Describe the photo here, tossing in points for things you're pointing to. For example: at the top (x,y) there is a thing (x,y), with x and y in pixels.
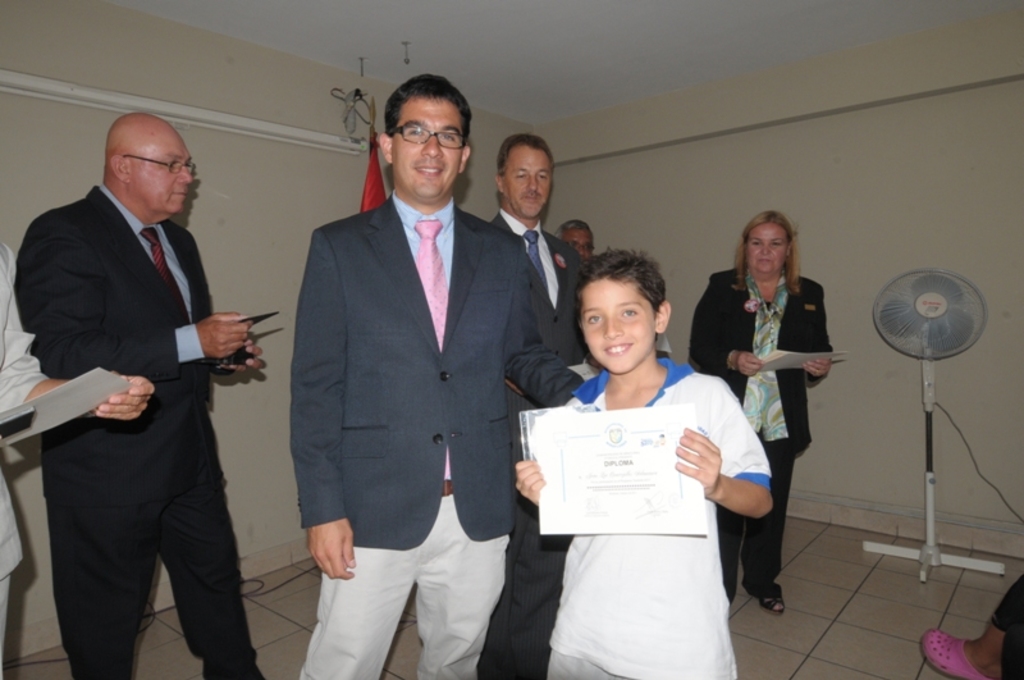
In this image there is a man (417,472) in the middle (413,428) who is standing on the floor (407,633) by keeping his hand (544,366) on the kid (623,377) who is beside him. The kid (641,375) is holding the certificate (633,455). In the background (590,252) there are few other people (578,238) standing on the floor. On the right side (970,290) there is a fan (928,410). At the top (516,39) there is ceiling (410,57). On the left side (85,366) there are two other persons (97,428). In the background (367,180) there is a flag (378,203).
